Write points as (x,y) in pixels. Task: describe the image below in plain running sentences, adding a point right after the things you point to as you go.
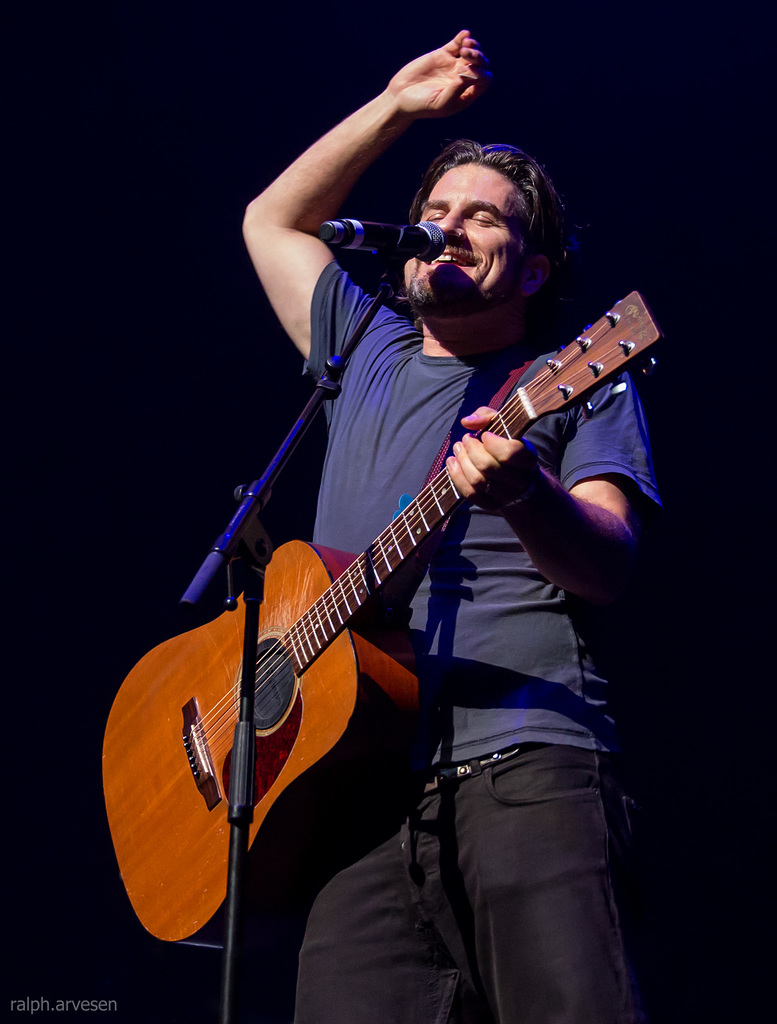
In this picture a guy (464,539) who is wearing a blue shirt (414,451) is playing a guitar (373,566) and singing through a mic (425,249) placed in front of him. The background (87,966) is black in color.
